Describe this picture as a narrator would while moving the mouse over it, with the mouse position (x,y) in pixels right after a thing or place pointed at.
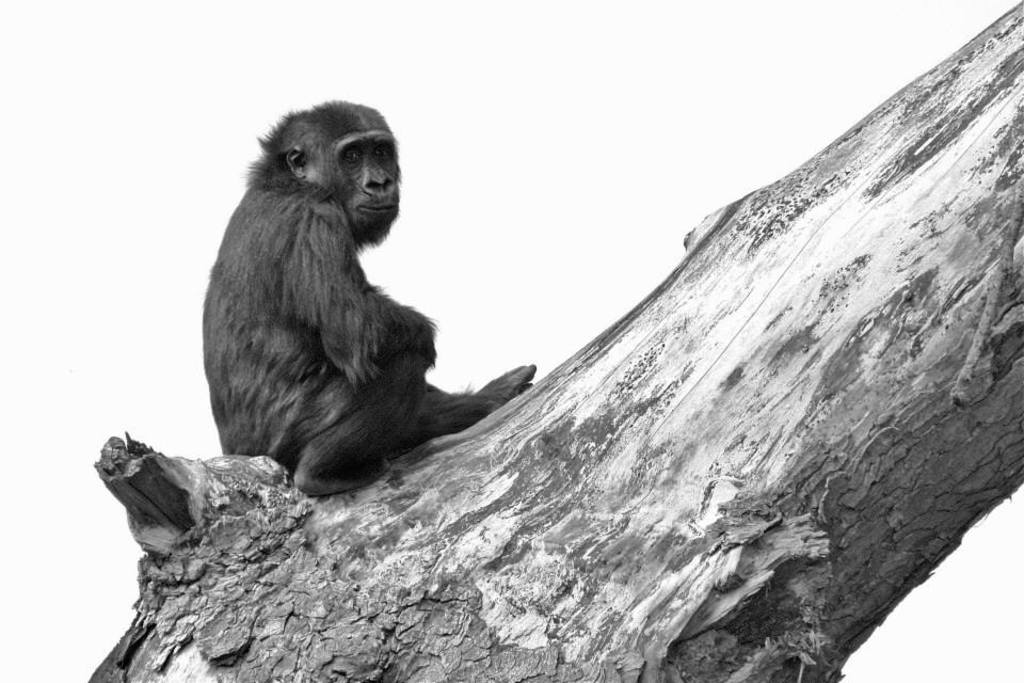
In this image there is a monkey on the bark (509,484) of a tree (713,536). In the background of the image (708,183) there is sky (644,176).
